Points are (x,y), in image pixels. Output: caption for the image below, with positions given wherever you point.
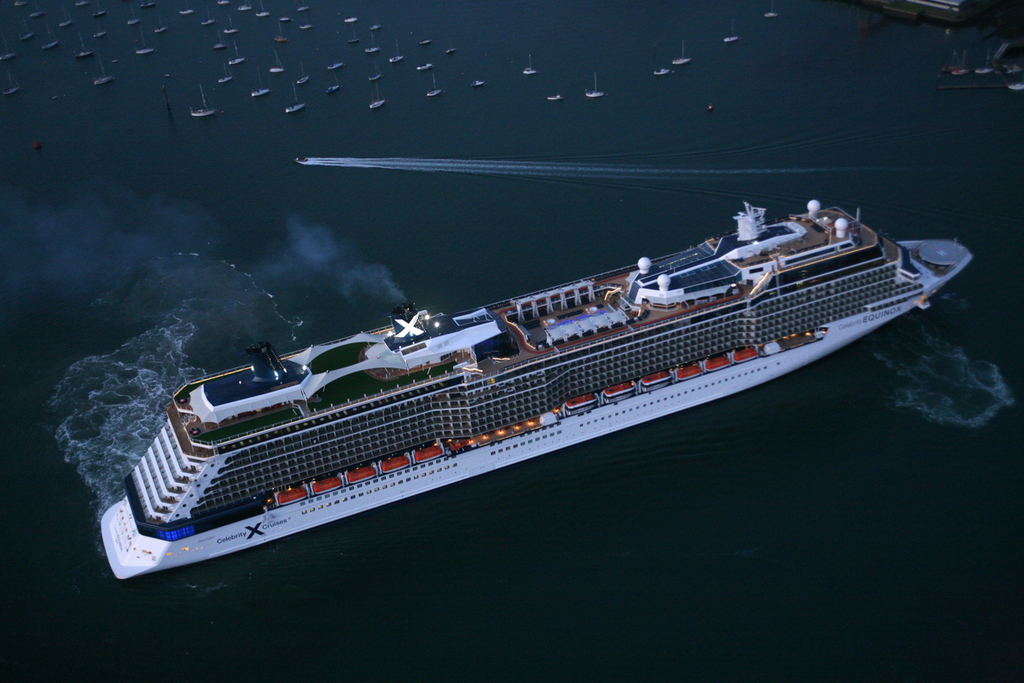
In this image a ship (869,305) is sailing in the water (455,295). Top of image (12,87) few boats (62,23) are sailing in water (446,82).
